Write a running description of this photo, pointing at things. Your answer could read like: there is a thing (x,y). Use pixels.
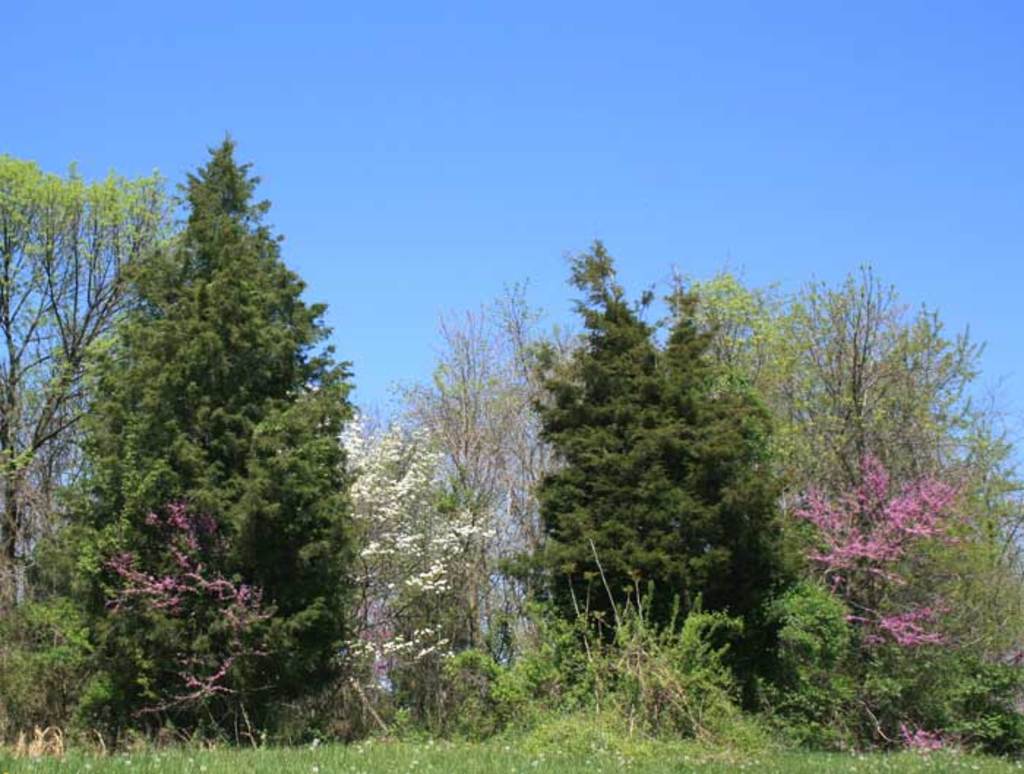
In front of the image there are plants (343,749) and flowers (925,738). There are trees (572,379). At the top of the image (700,144) there is sky (680,91).
